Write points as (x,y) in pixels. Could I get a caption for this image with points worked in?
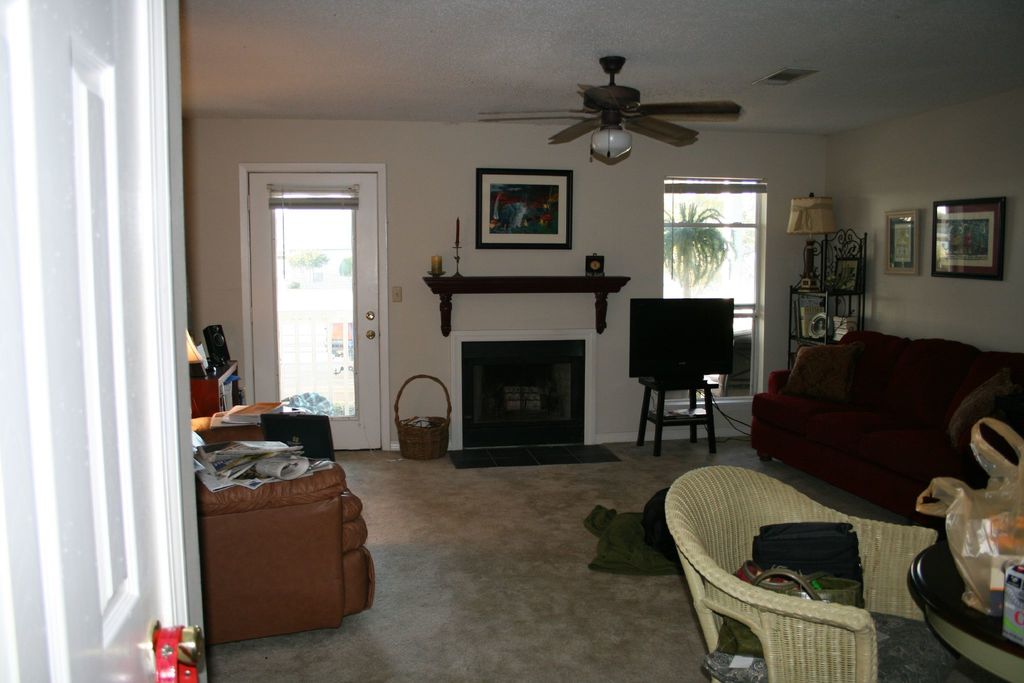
In this picture there is a room (760,473) in which a sofa set (837,460), chairs (743,533) and table (944,601) were there. There is a TV (663,347) placed on the stool (688,388) and some photo frames (496,228) attached to the wall (929,182). There is a ceiling fan (602,136). In the background (674,208) there is a windows (693,222) and a door (324,273) here.
